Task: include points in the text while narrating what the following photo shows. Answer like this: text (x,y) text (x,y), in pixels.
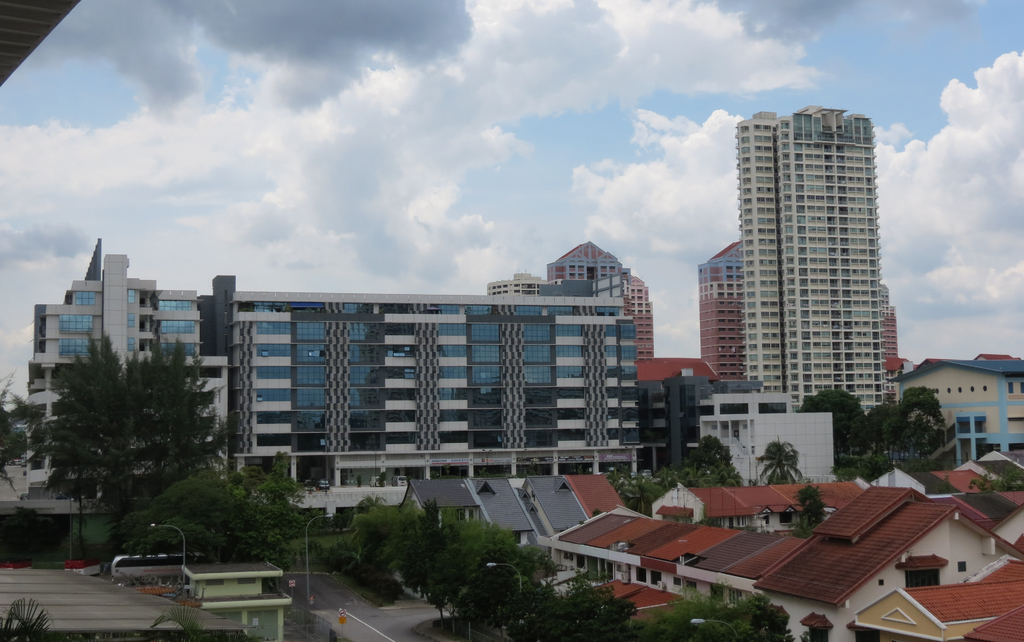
In this image I can see houses (563,573), trees (442,557), street lights (306,538), vehicles (178,565) on the road (302,587) and buildings (499,450). In the background (455,126) I can see the sky (441,135). This image is taken during a day.
